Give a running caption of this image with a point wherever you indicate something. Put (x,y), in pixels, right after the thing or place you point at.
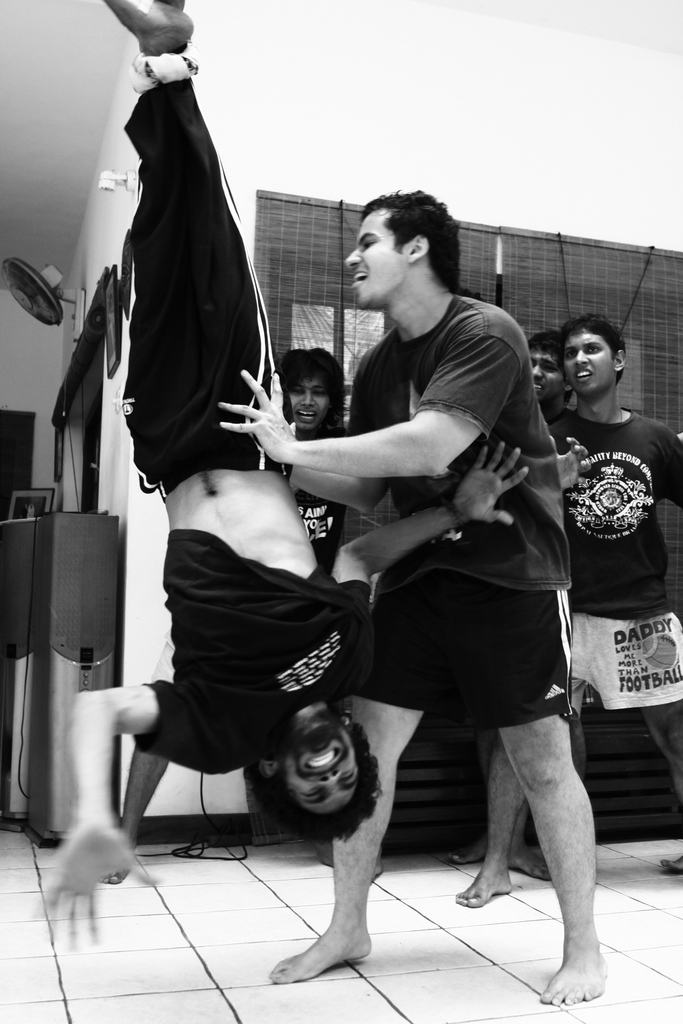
In this picture I can observe some people (438,534) on the floor (186,905). One of them is flipping upside down. This is a black and white image. In the background (504,129) there is a wall (475,148).
